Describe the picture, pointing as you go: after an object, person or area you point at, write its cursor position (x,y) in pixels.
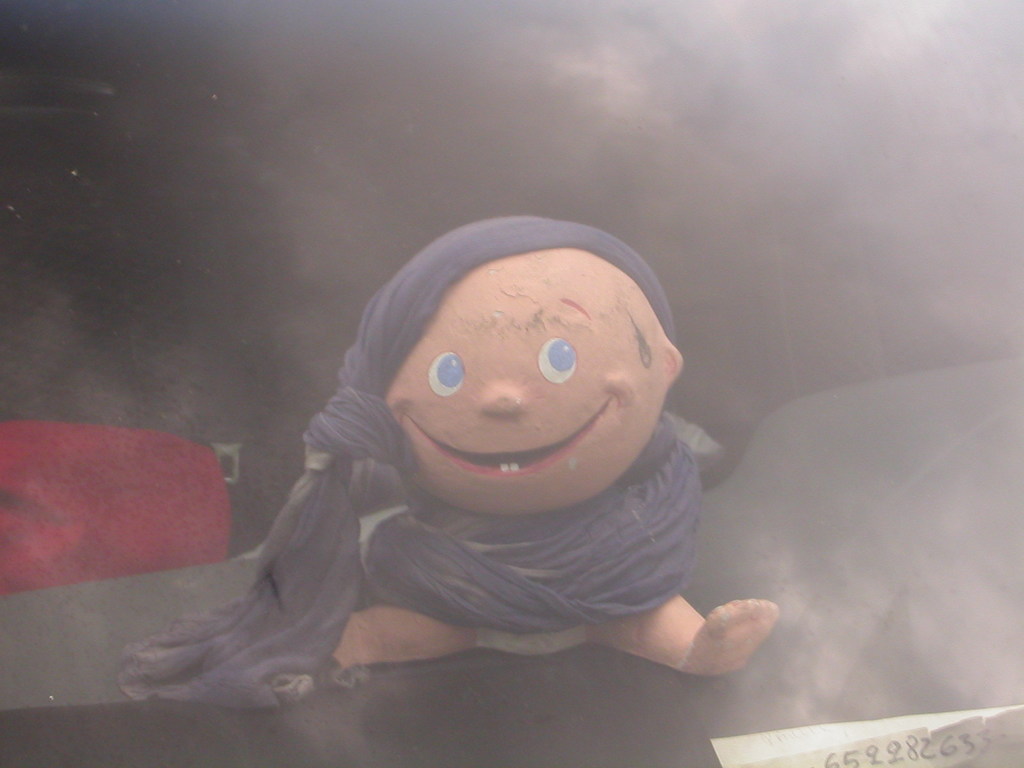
In the image there is a baby toy (501,469) with cloth (640,506) wrapped around sitting on a dashboard (747,505).
